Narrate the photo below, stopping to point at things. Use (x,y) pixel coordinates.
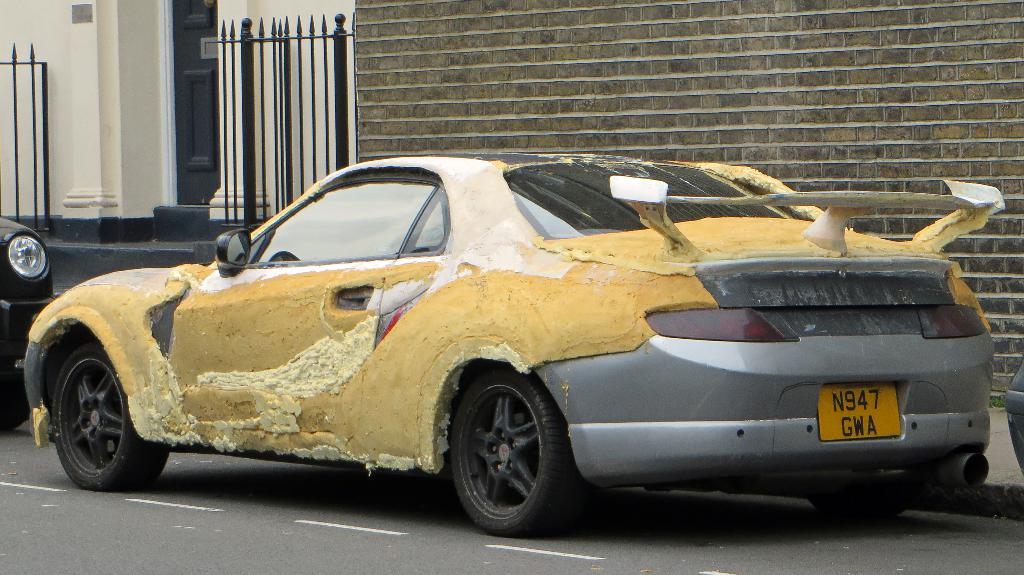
In this image I can see two cars (92,280) on the road (143,549). Beside the road (79,507) there is a wall (525,81). On the left top of the image (175,54) I can see a building (112,73) and black color doors (193,67) to that and also there is a fencing (254,108).
